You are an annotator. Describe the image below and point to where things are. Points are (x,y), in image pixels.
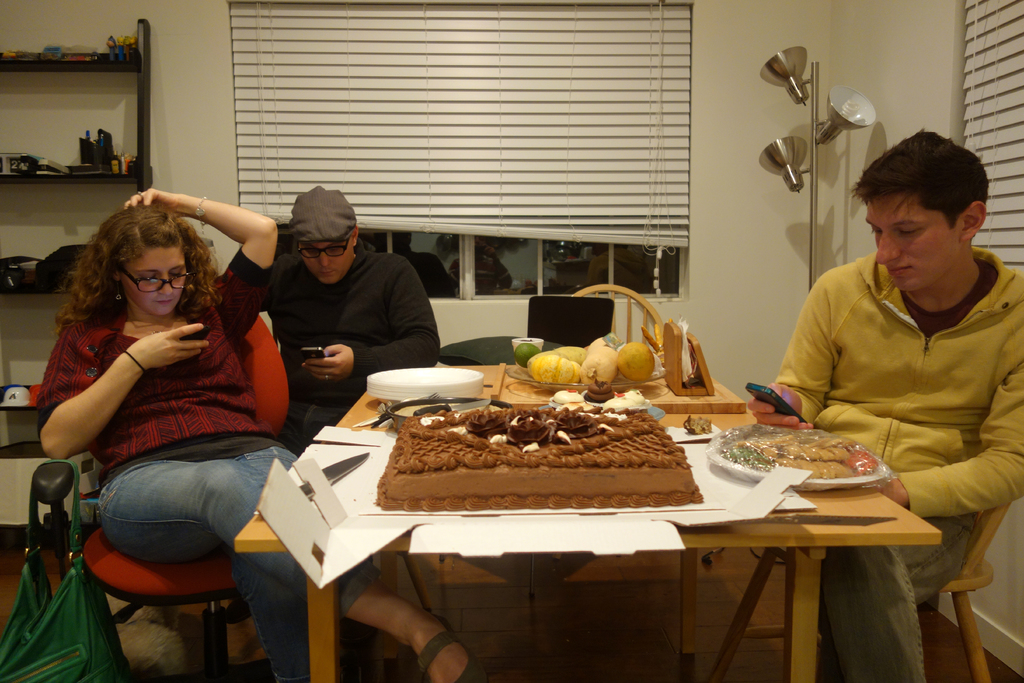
In this image there are three persons (306,396) sitting on the chair (170,577). The bag (86,581) is on the chair (106,582). On the table (379,504) there is a cake (553,428), fruits (587,351), plates (460,372) and the man (815,414) is holding a mobile (786,407).
